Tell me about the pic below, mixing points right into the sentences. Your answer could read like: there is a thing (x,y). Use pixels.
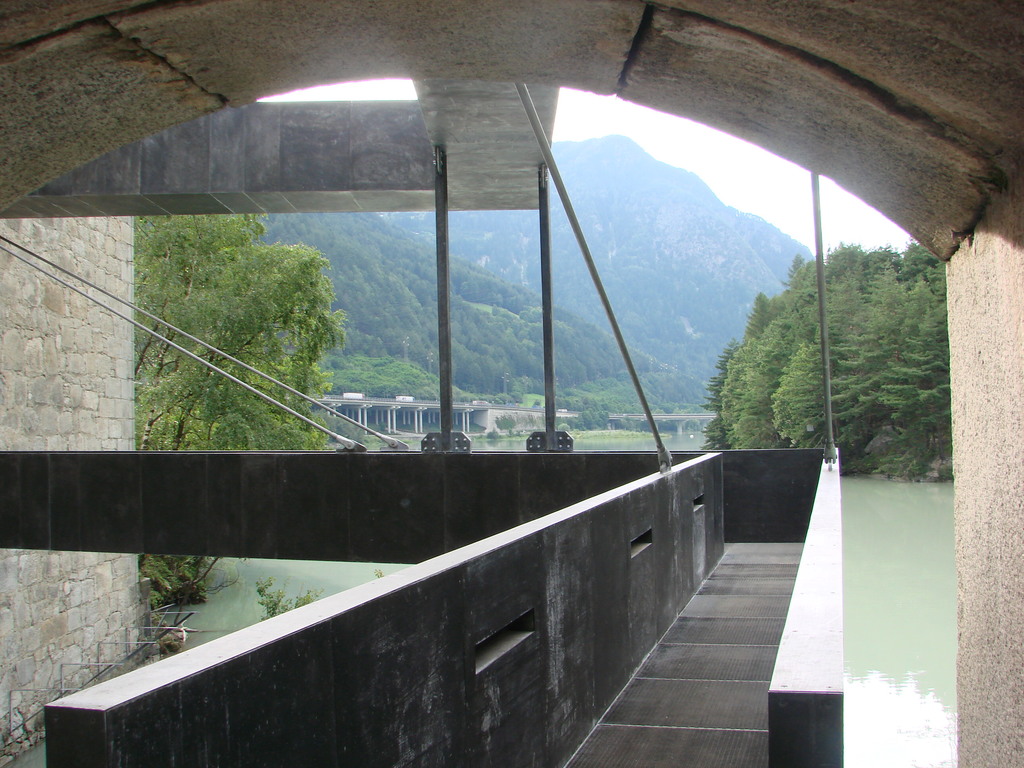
At the left side of the image (13,354) there is a wall (63,425). At the background of the image (397,262) there are mountains (517,234). There are trees (792,325). There is a bridge (421,428). At the bottom of the image (886,520) there is water (891,629).
